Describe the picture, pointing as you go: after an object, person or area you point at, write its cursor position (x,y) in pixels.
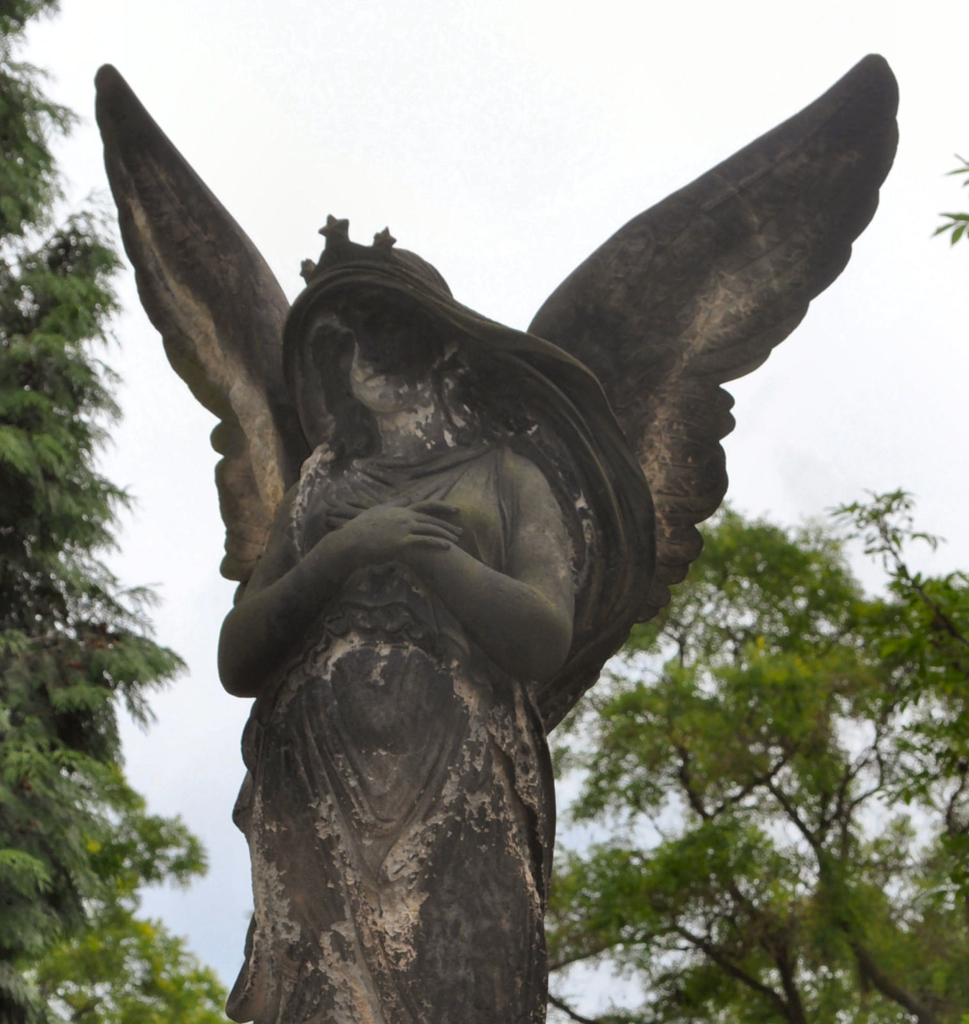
In this image in the foreground (308,522) there is one statue (426,633) and in the background (816,836) there are some trees (5,511) and sky (328,168).
